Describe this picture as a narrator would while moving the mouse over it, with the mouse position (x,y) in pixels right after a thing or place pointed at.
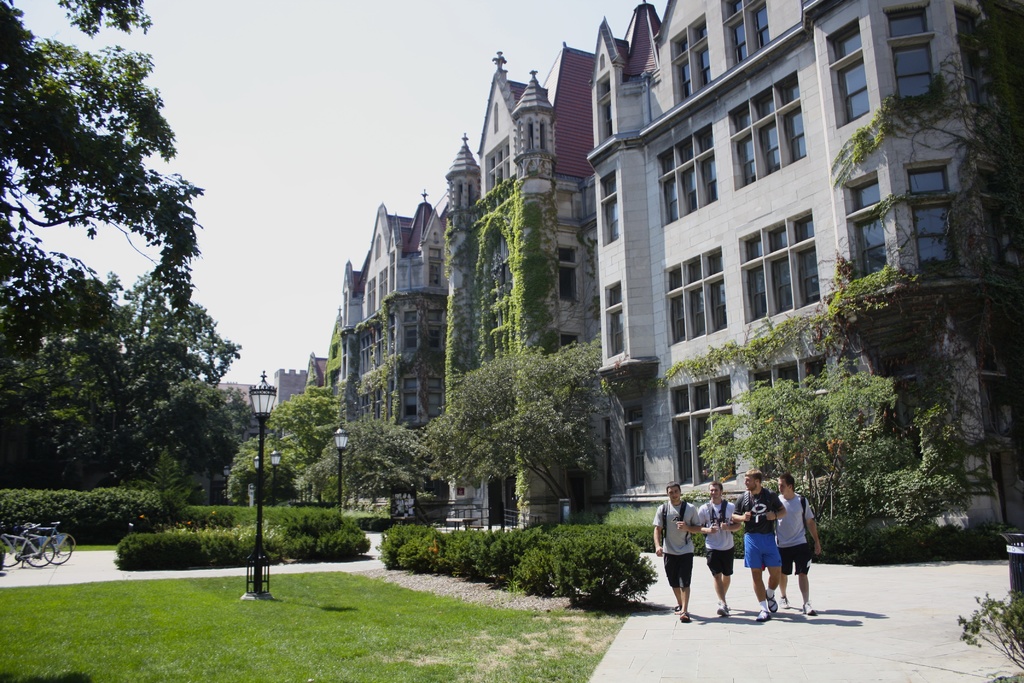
This image is clicked outside. There are four persons (747,567) walking. At the bottom (296,641), there is green grass (327,664) and road (668,641). In the background (609,211), there are many many buildings (534,243). To the left (138,344), there are trees (119,398) and bicycles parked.
